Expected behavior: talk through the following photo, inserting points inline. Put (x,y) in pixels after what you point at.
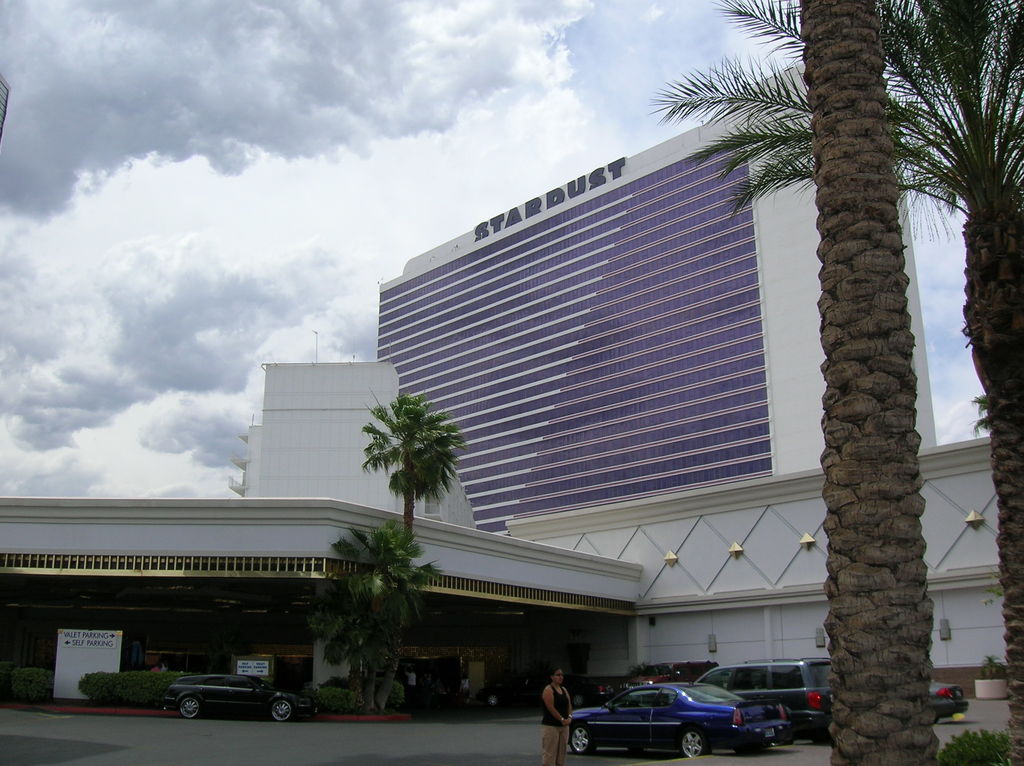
In this image in the center (398,277) there are some buildings (285,489), trees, vehicles (199,696), plants (132,689), board (103,666), flower pots (984,670) and some other objects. At the bottom (328,751) there is road (519,751), in the center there is one person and at the top of the image (300,133) there is sky (513,122). On the right side (891,239) there are trees (907,408).
